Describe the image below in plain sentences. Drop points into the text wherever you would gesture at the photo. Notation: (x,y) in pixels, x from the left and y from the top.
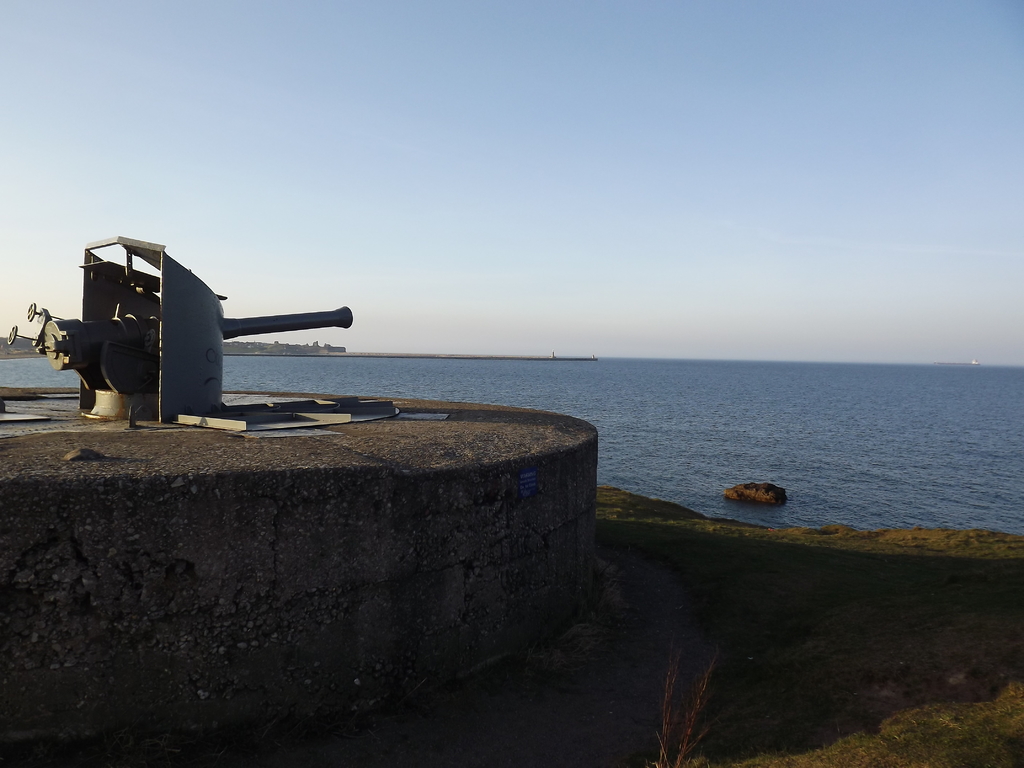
On the left side of the image (218,371) there is a machine (146,378) on the rock structure (340,532). In the background (630,373) there is a sea (833,400) and a sky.
